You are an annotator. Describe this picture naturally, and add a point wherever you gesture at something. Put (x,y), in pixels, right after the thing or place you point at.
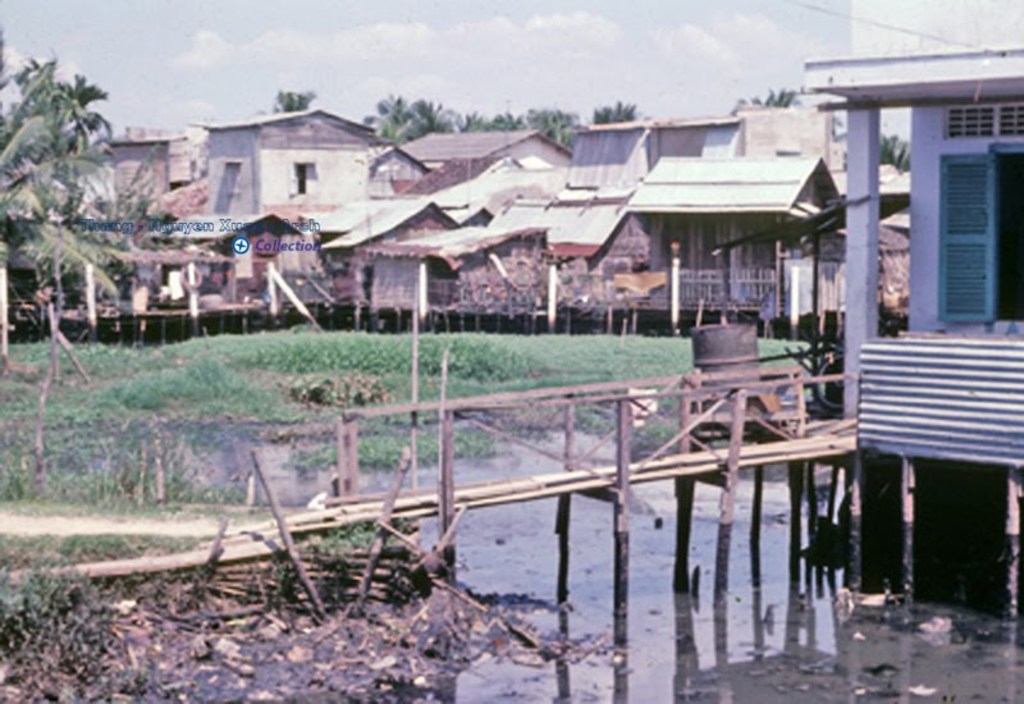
In the image we can see there is water (538,596) and there are wooden poles (380,515). Behind there are buildings (335,270) and ground (383,384) is covered with grass (299,337). There are trees (406,127) and there is a cloudy sky (428,43).
